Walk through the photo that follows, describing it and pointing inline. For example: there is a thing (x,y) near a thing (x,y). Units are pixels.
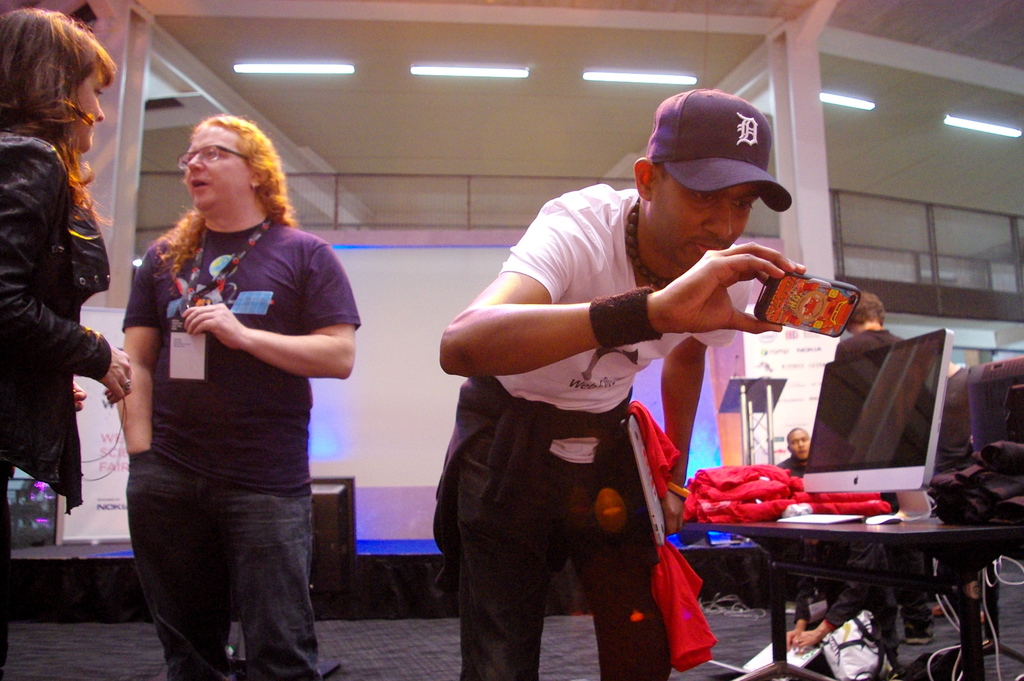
In this picture there is a person (571,395) standing and holding the device (831,323) and there are two persons (345,306) standing and there are two persons (850,608) sitting and there is a person (855,344) standing behind the table (890,535). There is a computer (828,447), keyboard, mouse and cloth (757,511) on the table (774,596) and there is a black cloth (978,451). At the back (742,427) there is a podium (785,382) on the stage (570,598) and there is a speaker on the stage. At the top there are lights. At the bottom (405,651) there are wires (997,581) and there is a mat (362,649).
